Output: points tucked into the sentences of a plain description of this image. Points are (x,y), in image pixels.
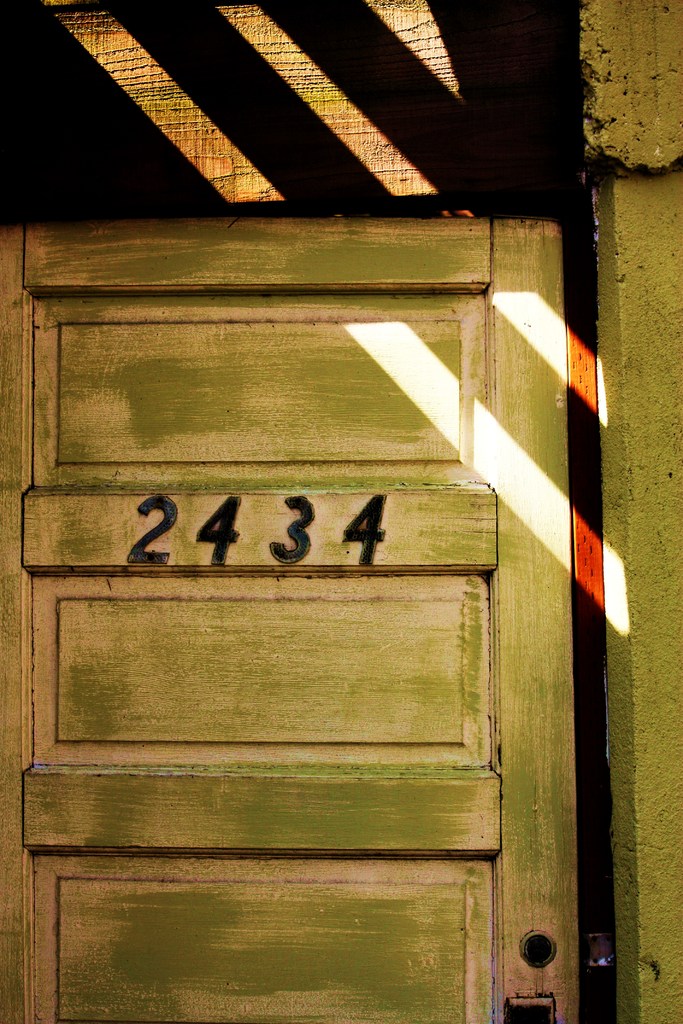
In this image in the front (365,706) there is a door (358,717) and on the door (316,549) there are numbers (223,553).
